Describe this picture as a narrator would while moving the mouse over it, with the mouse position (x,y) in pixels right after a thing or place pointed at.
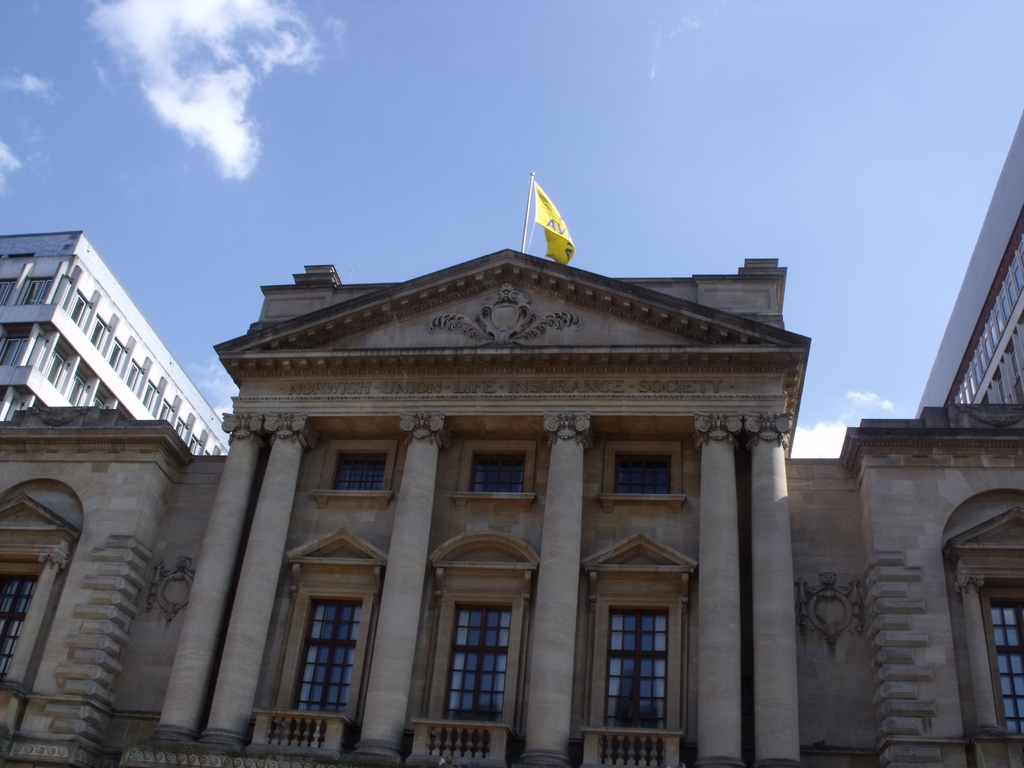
In this image I can see a building (471,640) and glass windows (485,663). I can see pillars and yellow color flag (540,219). The sky (391,176) is in blue and white color.
